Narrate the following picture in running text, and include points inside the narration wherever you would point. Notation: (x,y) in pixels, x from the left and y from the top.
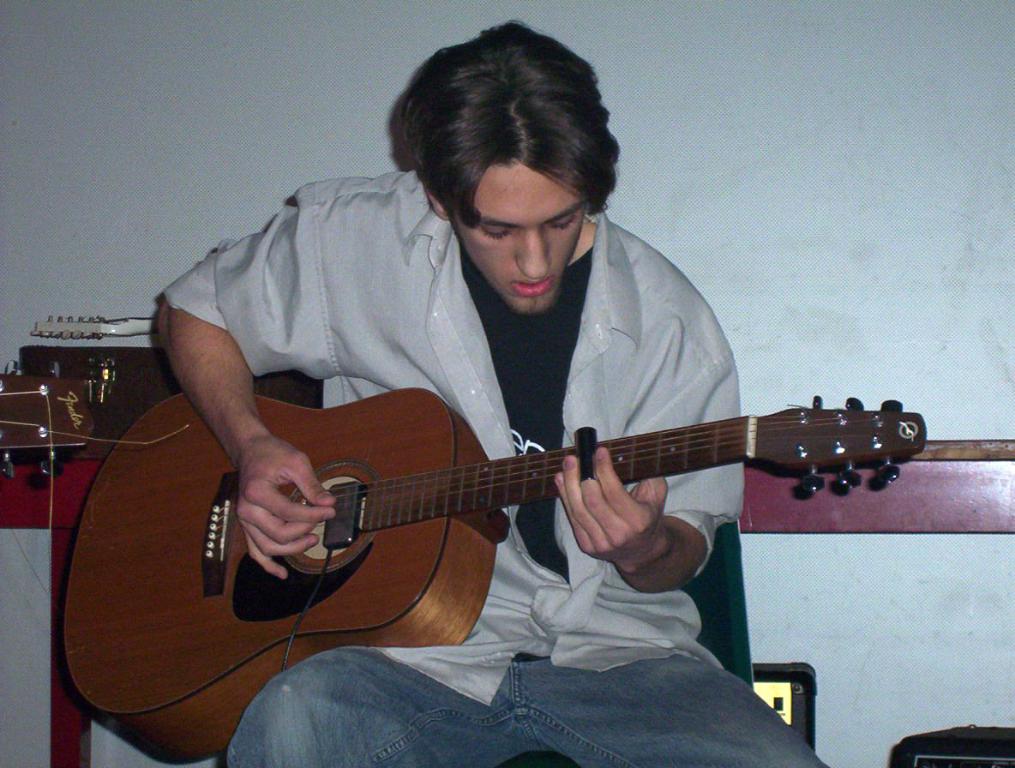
The image is inside the room (956,302). In the image there is a man (555,332) wearing a grey color shirt (581,393) holding a guitar (357,465) and playing it and he is also sitting on chair (716,608), in background (766,294) there is a white color wall (766,245).
